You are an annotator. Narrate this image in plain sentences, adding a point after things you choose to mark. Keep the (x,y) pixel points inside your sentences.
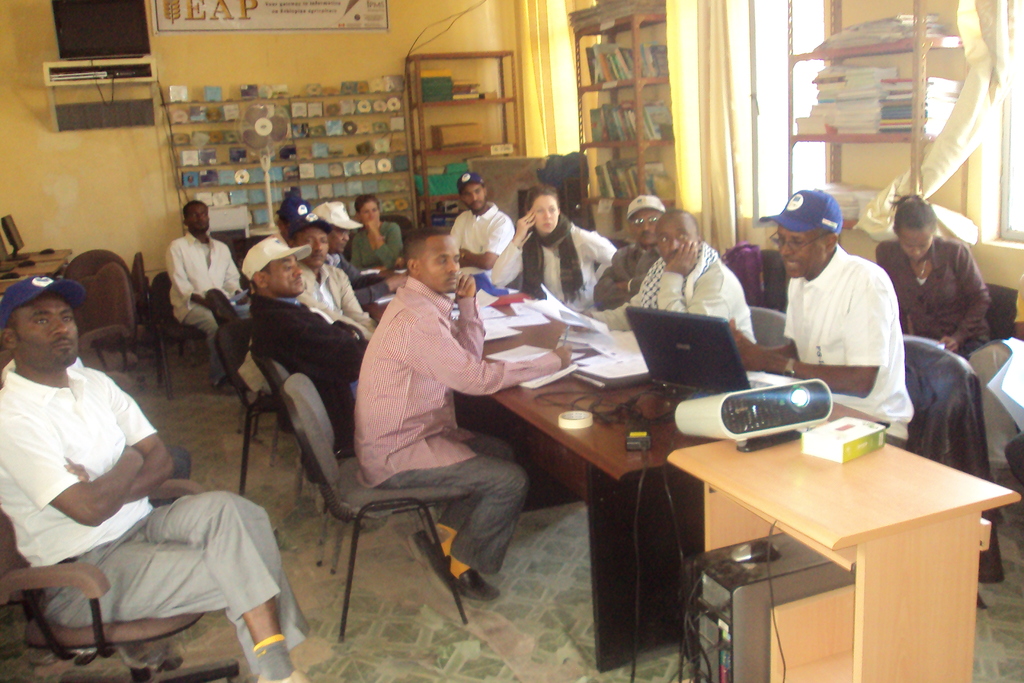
Here is the group of people (857,272) sitting on the chair (298,404), and in front (604,385) here is the table (598,396), there is the laptop (650,337), papers (638,351) and some other objects (766,418) on it, and at back (642,149) there is book shelves (641,59), and here is the wall (347,45), and here is the fan (277,124), and here is the television (121,41).
